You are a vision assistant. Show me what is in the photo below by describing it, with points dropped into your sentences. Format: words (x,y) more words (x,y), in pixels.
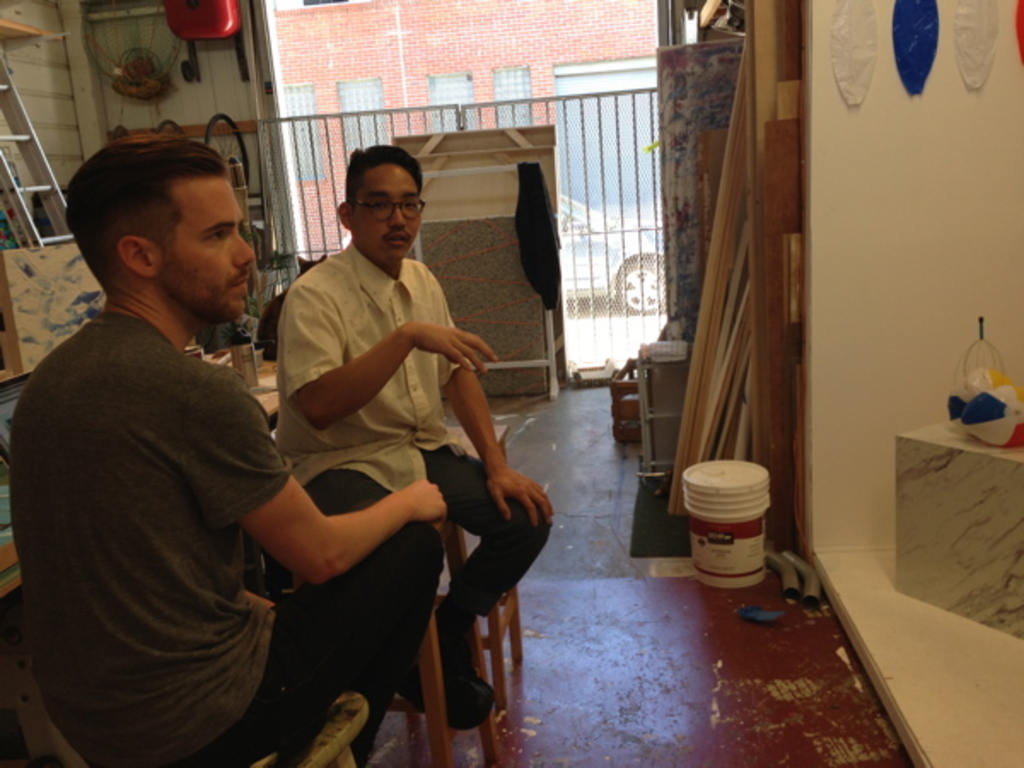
In this image we can see two people (461,367) sitting. In the center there is a bucket (752,574). On the right (936,552) we can see a stool (947,517) and there are things (982,426) placed on the stool (994,571). In the background (784,130) there are wooden planks (701,300), table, ladder (11,140) and some things (670,236) and there is a building (514,56).
